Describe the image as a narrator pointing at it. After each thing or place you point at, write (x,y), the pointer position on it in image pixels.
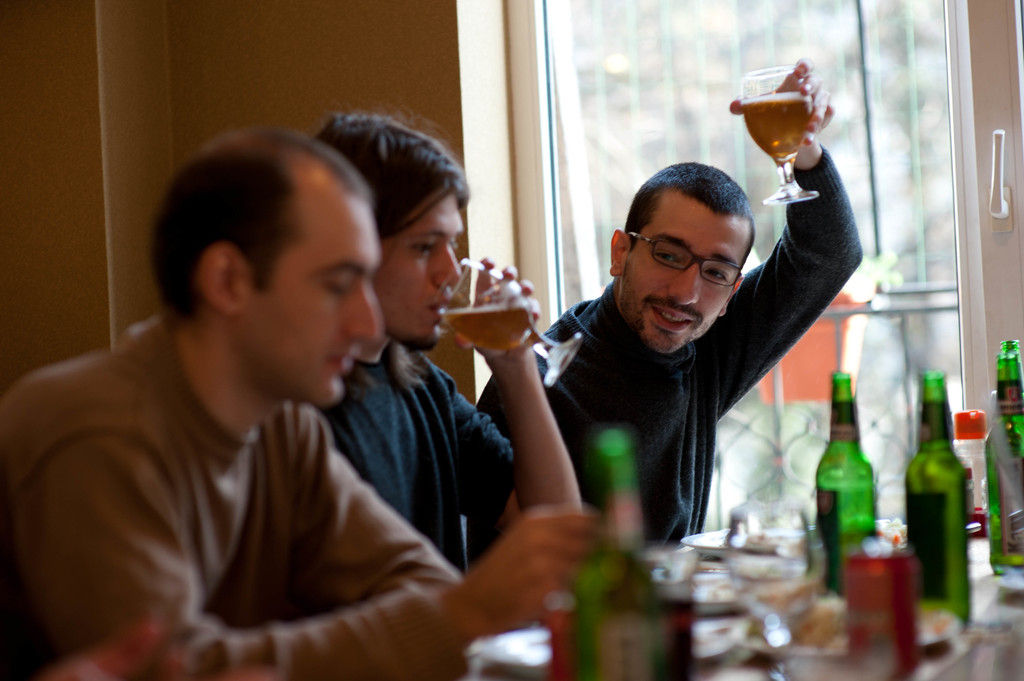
In this picture we can see three persons (350,336) sitting on the chairs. He is drinking with the glass (481,324) and he is holding a glass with his hand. This is table (975,652). On the table (973,664) there are bottles (872,499), tins (867,581), and plates (736,540). On the background (944,148) there is a door (911,119) and this is wall (131,54).
